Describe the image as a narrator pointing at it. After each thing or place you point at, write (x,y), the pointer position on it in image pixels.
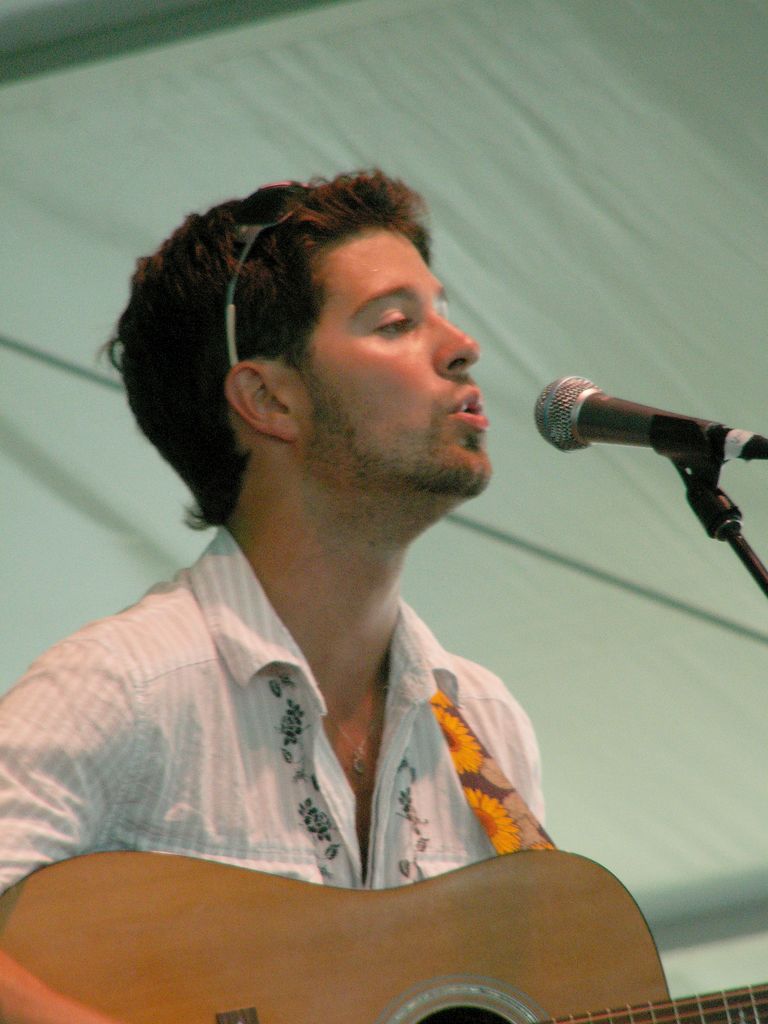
In the picture we can see a man (381,389) talking in the microphone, a man (359,551) is wearing a white shirt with the guitar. In the background (475,555) we can find a white curtain (461,563).
